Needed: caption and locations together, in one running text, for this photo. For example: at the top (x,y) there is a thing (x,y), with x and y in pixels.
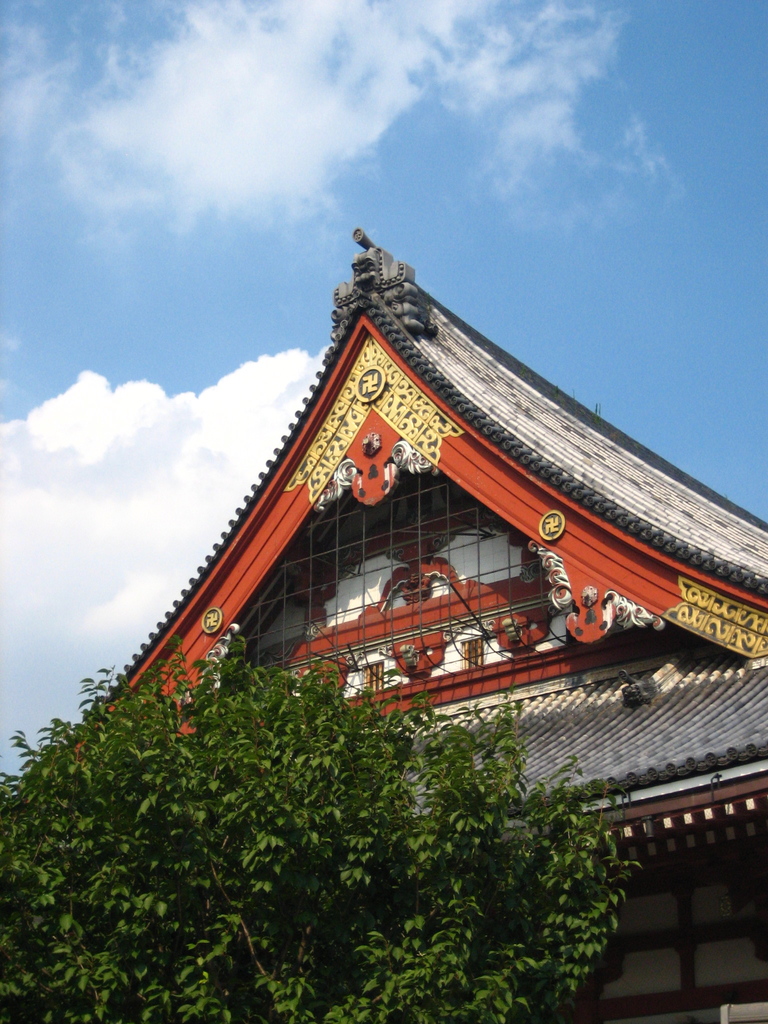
At the bottom of this image (247,805) there is a tree (180,990) and a building (579,617). At the top of the image (549,165) I can see the sky (308,126) and clouds (266,96).
